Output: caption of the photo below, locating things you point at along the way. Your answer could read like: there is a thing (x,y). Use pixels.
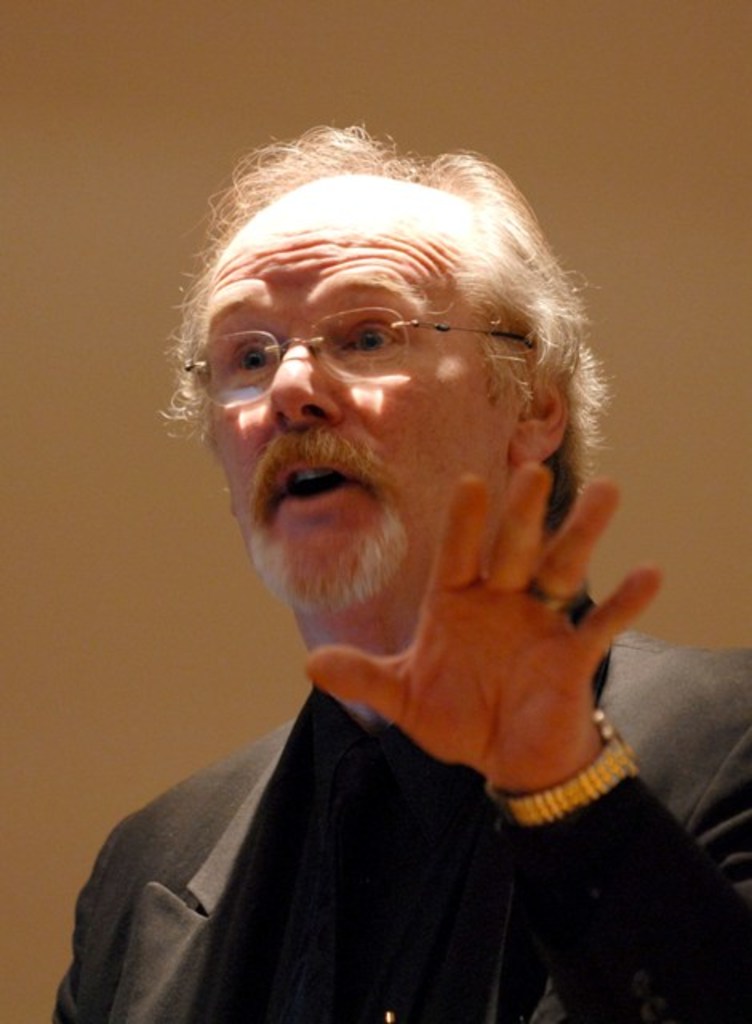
In this image we can see an old person (384,690) wearing spectacles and a suit (231,871) is talking.
